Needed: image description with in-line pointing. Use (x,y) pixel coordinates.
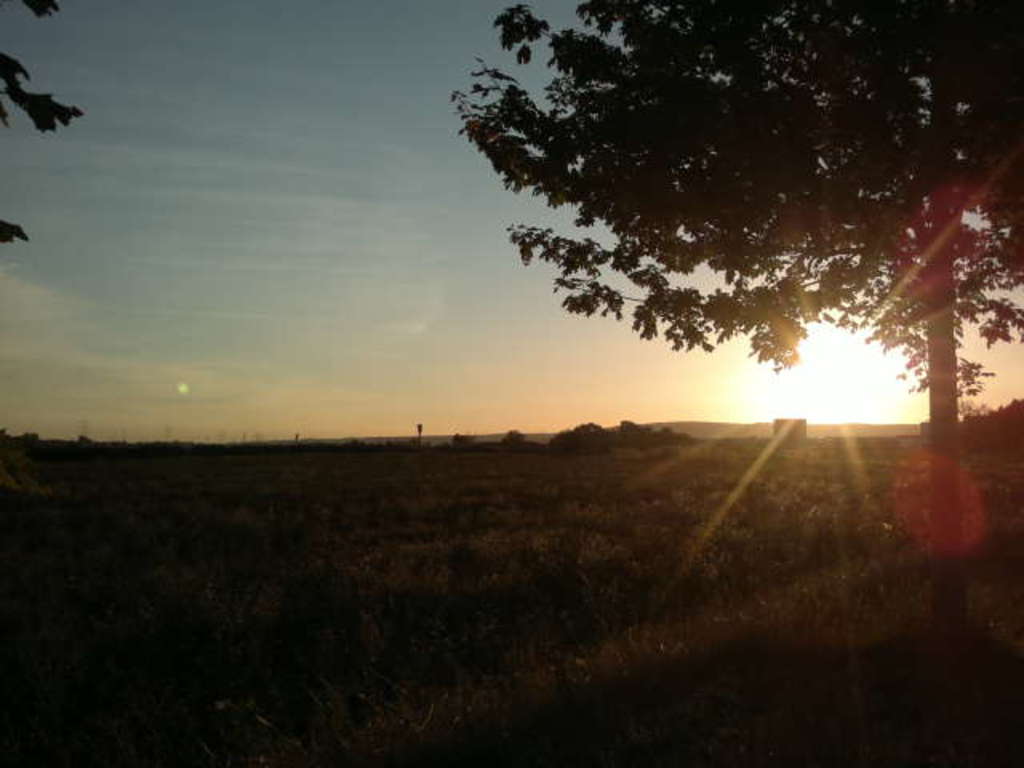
In this picture I can see the grass (314,516) in front (349,535) and in the middle of this picture (653,275) I can see a tree (741,182) on the right (751,237) and another tree (36,105) on the left (22,94). In the background (301,193) I see the sky (625,310) and the sun (821,348).
